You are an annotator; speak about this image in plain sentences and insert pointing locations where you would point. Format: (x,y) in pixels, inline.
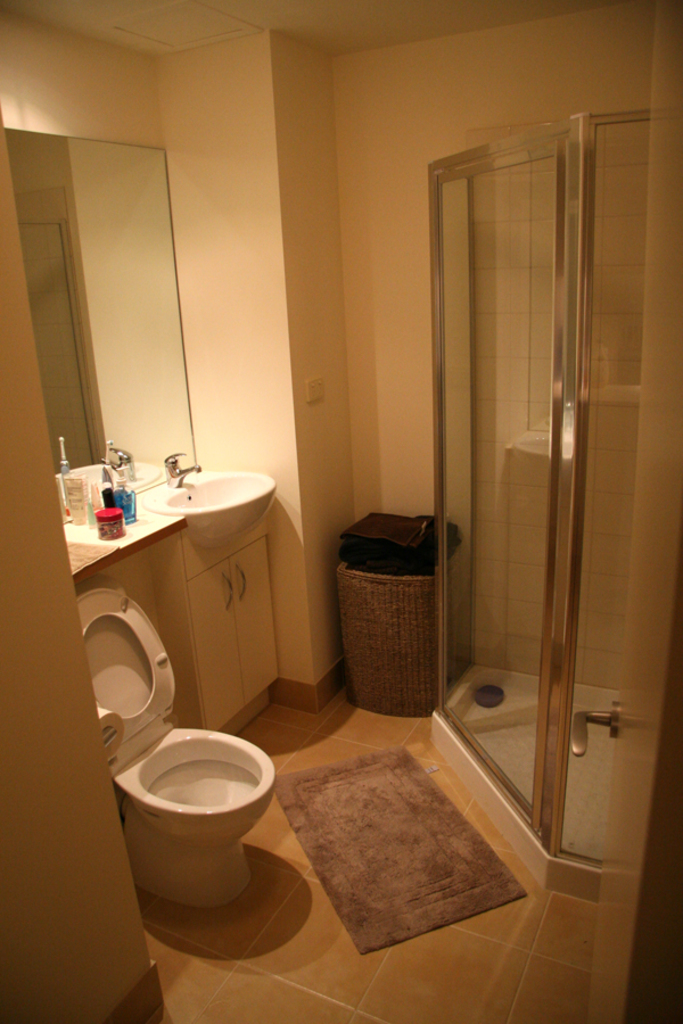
In this image I can see the brown colored floor (313,966), the floor mat (363,822), a toilet seat (235,788), the sink (215,521), a tap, few bottles (122,478), a mirror (101,471) attached to the wall (150,97), the ceiling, a wooden bucket (347,570) and the shower (507,563).
